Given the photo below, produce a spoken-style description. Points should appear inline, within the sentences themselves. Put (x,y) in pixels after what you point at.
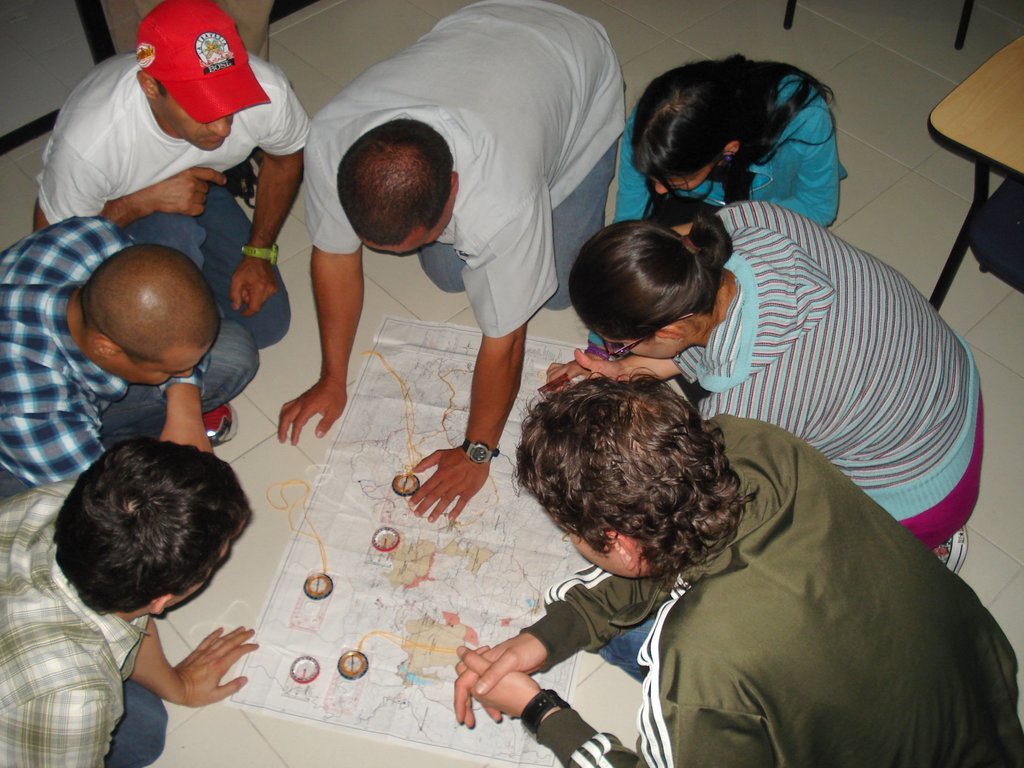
There is a map (327,624) on the floor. Around that there are many people (487,451). Person (153,165) on the top left corner (139,133) is wearing a cap (203,59).
